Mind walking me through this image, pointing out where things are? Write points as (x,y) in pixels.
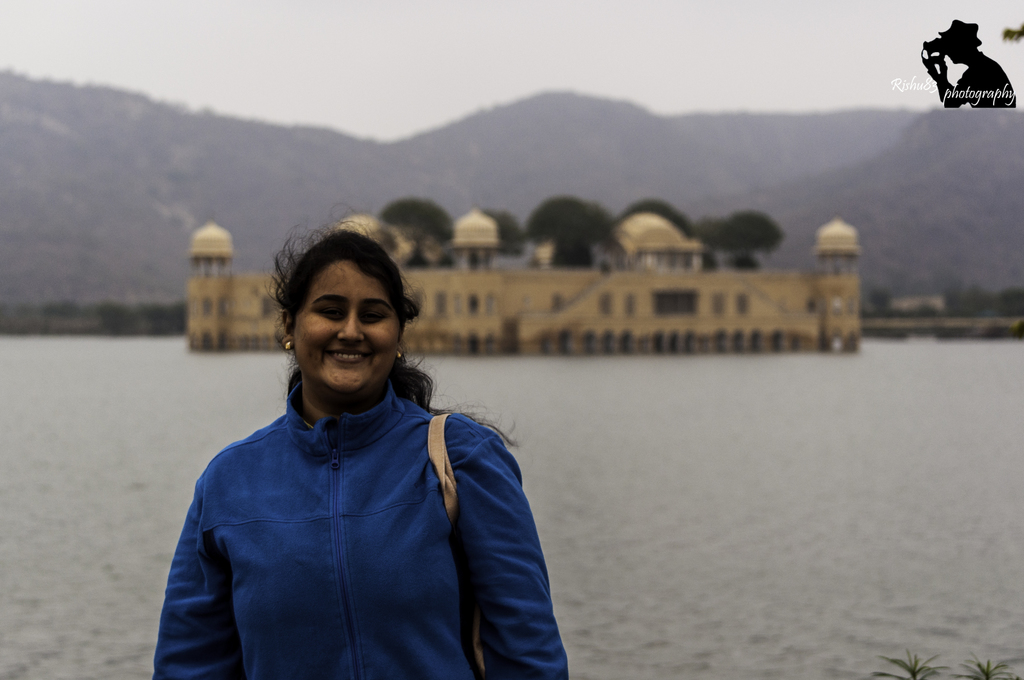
In this picture we can see a woman (308,585) and she is smiling and in the background (591,495) we can see water (753,588), building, trees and the sky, in the top right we can see a logo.
